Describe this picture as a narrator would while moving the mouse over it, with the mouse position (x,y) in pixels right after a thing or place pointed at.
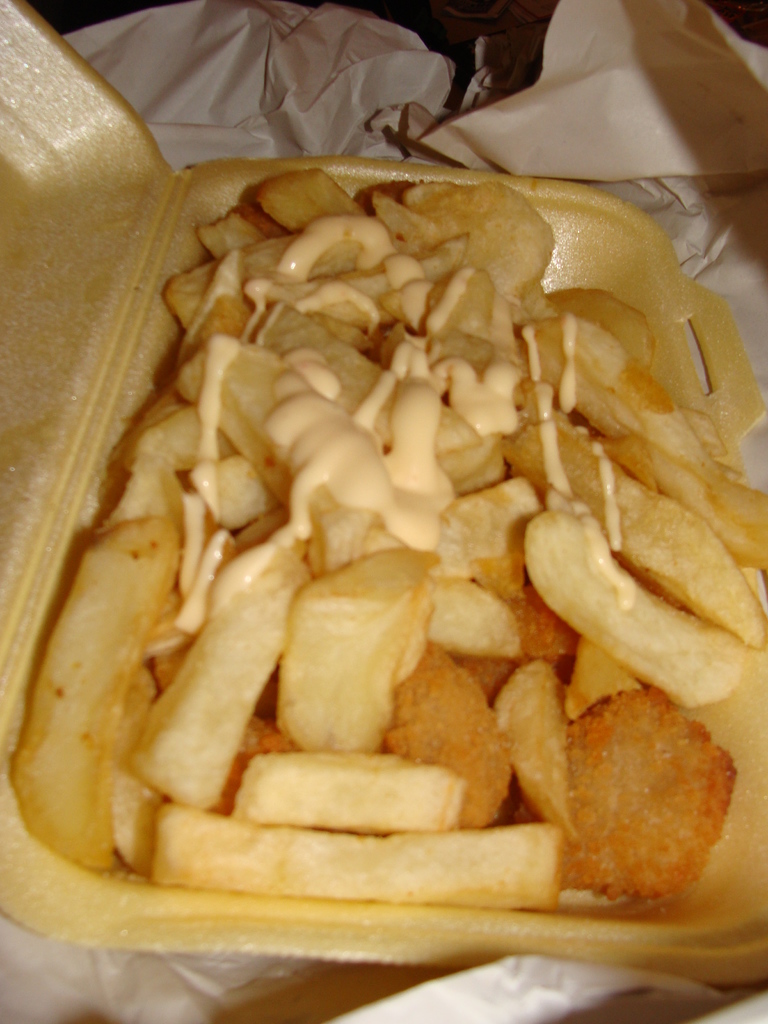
In the center of the image (265,345) we can see french fries (408,663) in bowl (461,926) placed on the table (301,1011).
